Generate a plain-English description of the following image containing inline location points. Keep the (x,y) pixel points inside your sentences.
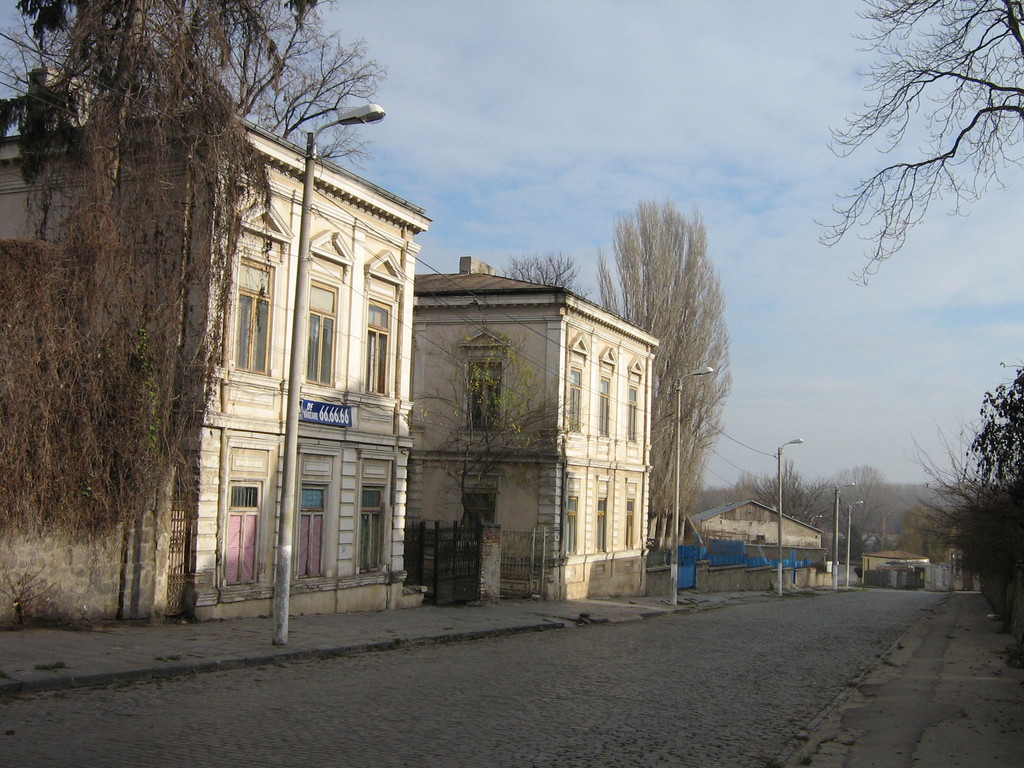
In this image there is a road (768,684) on either side of the road (780,705) there is a footpath (235,661), there are light poles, buildings (350,526), trees (688,431) in the top (785,200) there is blue sky (825,271).
